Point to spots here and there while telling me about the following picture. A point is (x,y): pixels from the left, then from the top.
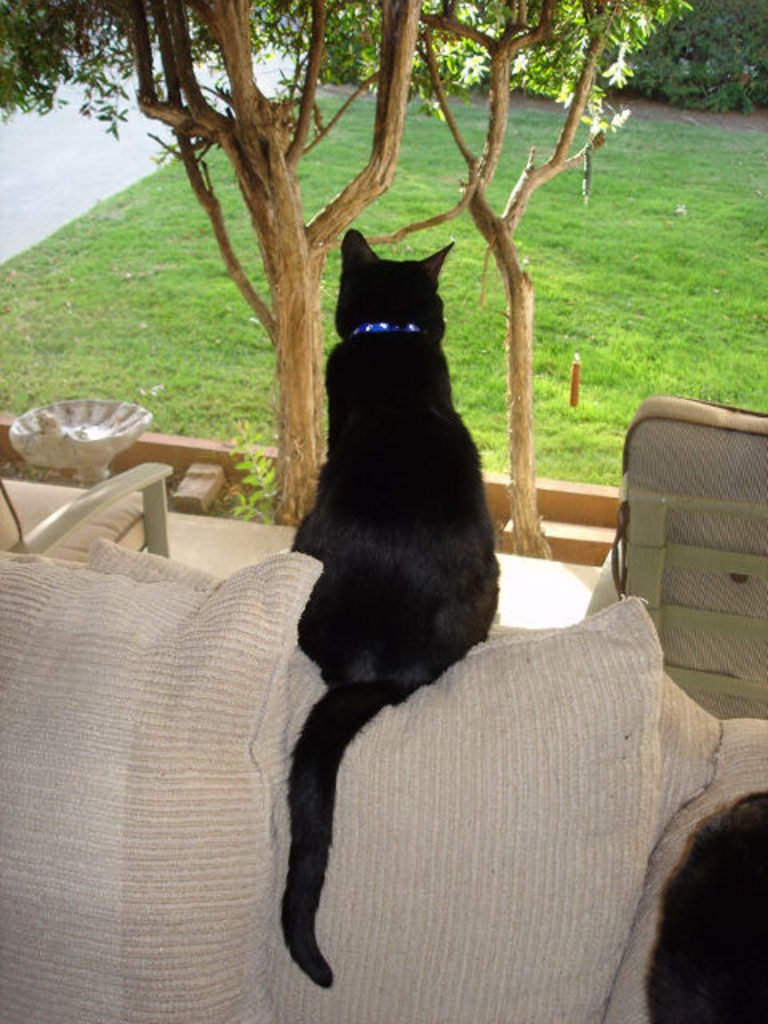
In the picture we can see a pillow (404,881) on the chair (766,735) and on it we can see a cat (301,881) facing back side, behind it, we can see some wall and trees (294,287), and besides, we can see a grass surface (627,192) and in the background (644,62) we can see some plants (766,56) and clear path (134,153) beside it.
